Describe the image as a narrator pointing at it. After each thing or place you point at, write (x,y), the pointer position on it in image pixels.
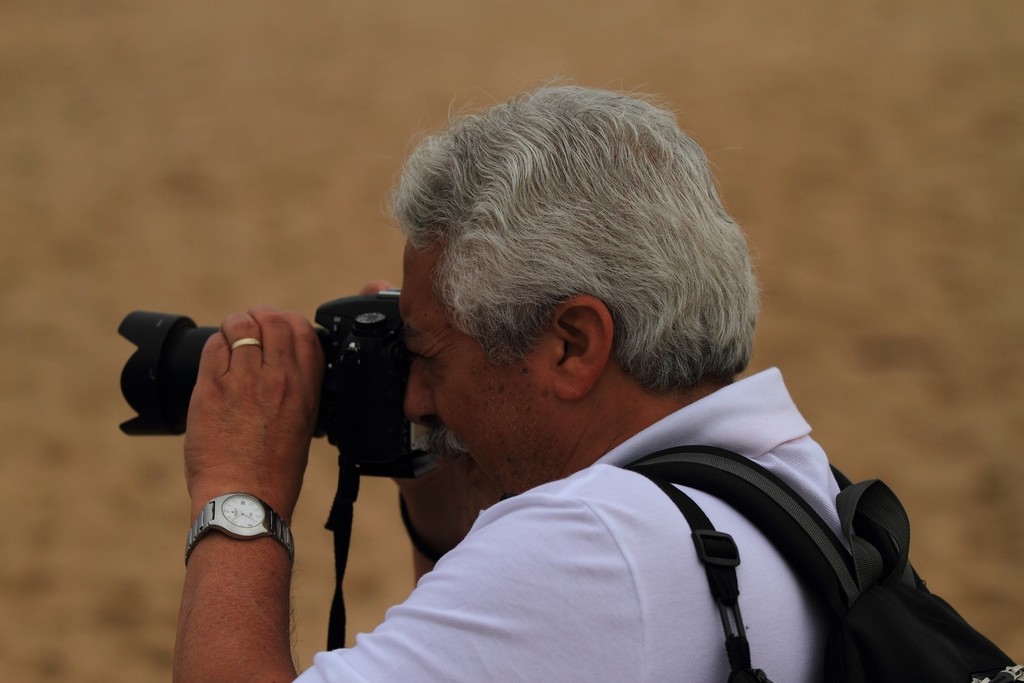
In this image we can see a man (535,505) is holding a camera (327,430) in his hands (292,411) and clicking the pictures.
